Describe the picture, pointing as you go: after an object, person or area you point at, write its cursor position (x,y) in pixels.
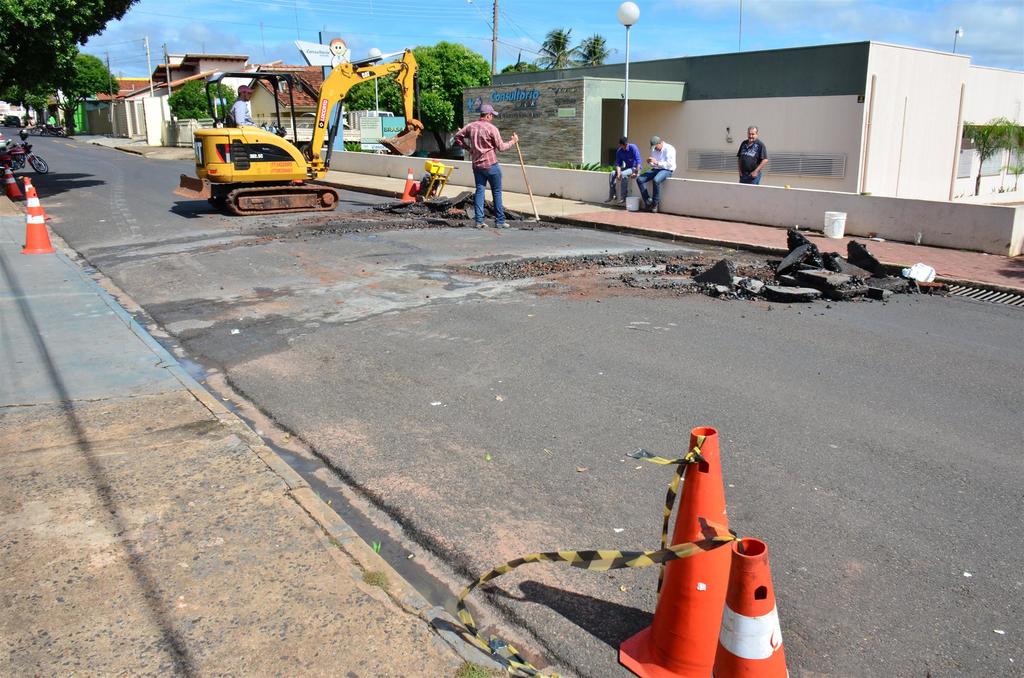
In this image, we can see a crane (260,134), traffic cones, a motor bike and rocks (801,269) are on the road (317,398) and in the background (76,24), there are trees (80,19), buildings (546,73), poles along with wires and we can see lights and people (670,161), some are wearing caps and some are holding objects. At the top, there are clouds (870,15) in the sky (911,41).
